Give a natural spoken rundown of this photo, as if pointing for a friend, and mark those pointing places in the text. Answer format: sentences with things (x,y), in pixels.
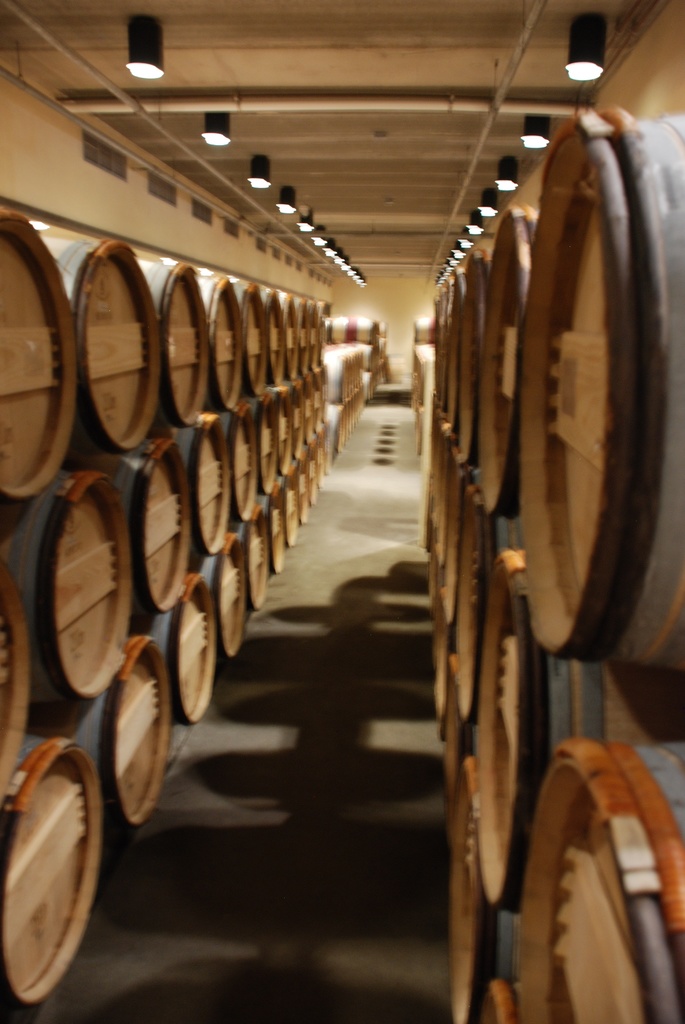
In this picture I can see there are many wooden barrels (61,428) arranged here and there are lights (544,123) attached to the ceiling (322,145).
